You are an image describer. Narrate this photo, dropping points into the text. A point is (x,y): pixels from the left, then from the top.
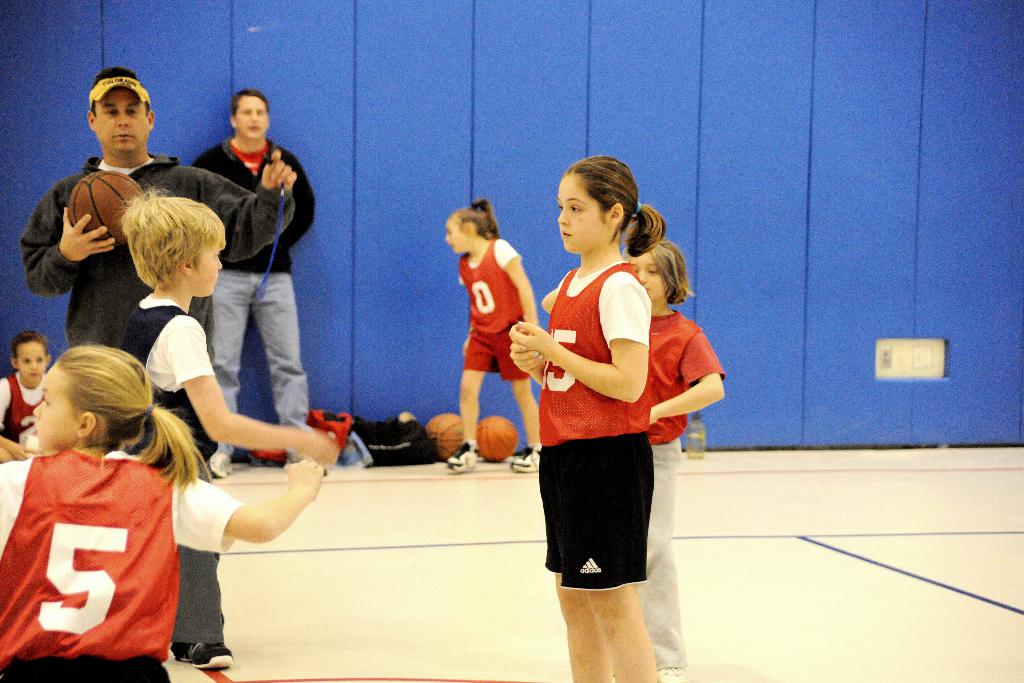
In this image we can see children (681,272) and men (290,177) standing on the floor (483,648). In addition to this we can see backpacks (423,438), sports balls (449,435) and water bottles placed on the floor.
